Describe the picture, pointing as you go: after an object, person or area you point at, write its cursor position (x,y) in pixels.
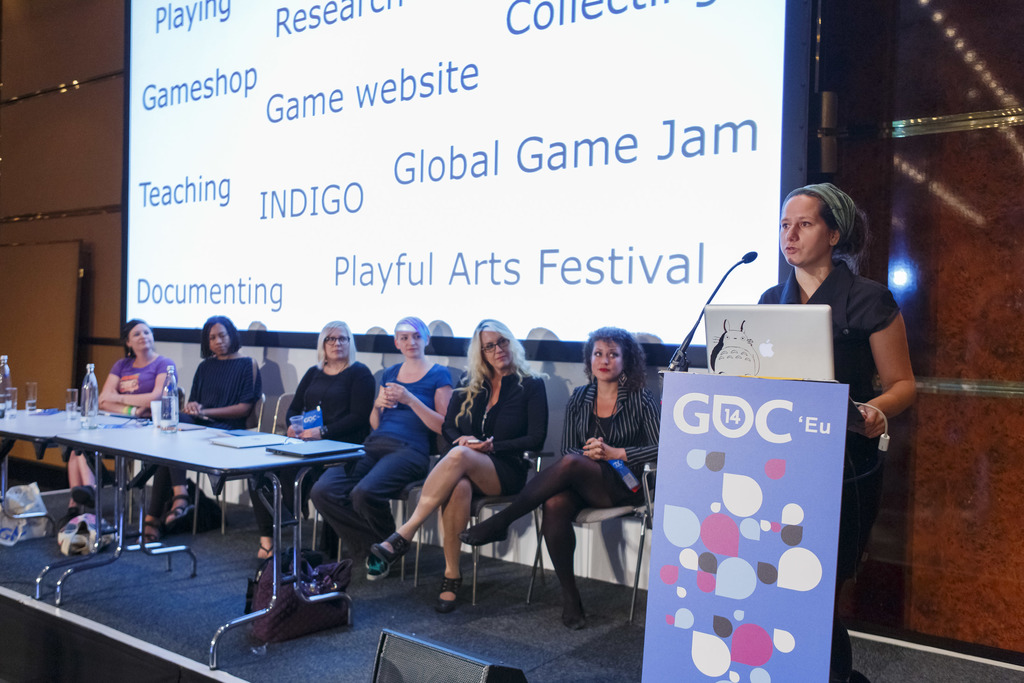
There is a group of women (357,405) sitting in the chairs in front of a table (160,437). On the table (169,446) there is a water bottle (84,402), glass (72,397) and some files (299,445) are there. One woman (862,360) is standing in front of the podium (732,499), placing a laptop (765,340) on it. There is a microphone (687,339) in front of her. In the background (419,89) we can observe a lcd projector display screen (276,151).
